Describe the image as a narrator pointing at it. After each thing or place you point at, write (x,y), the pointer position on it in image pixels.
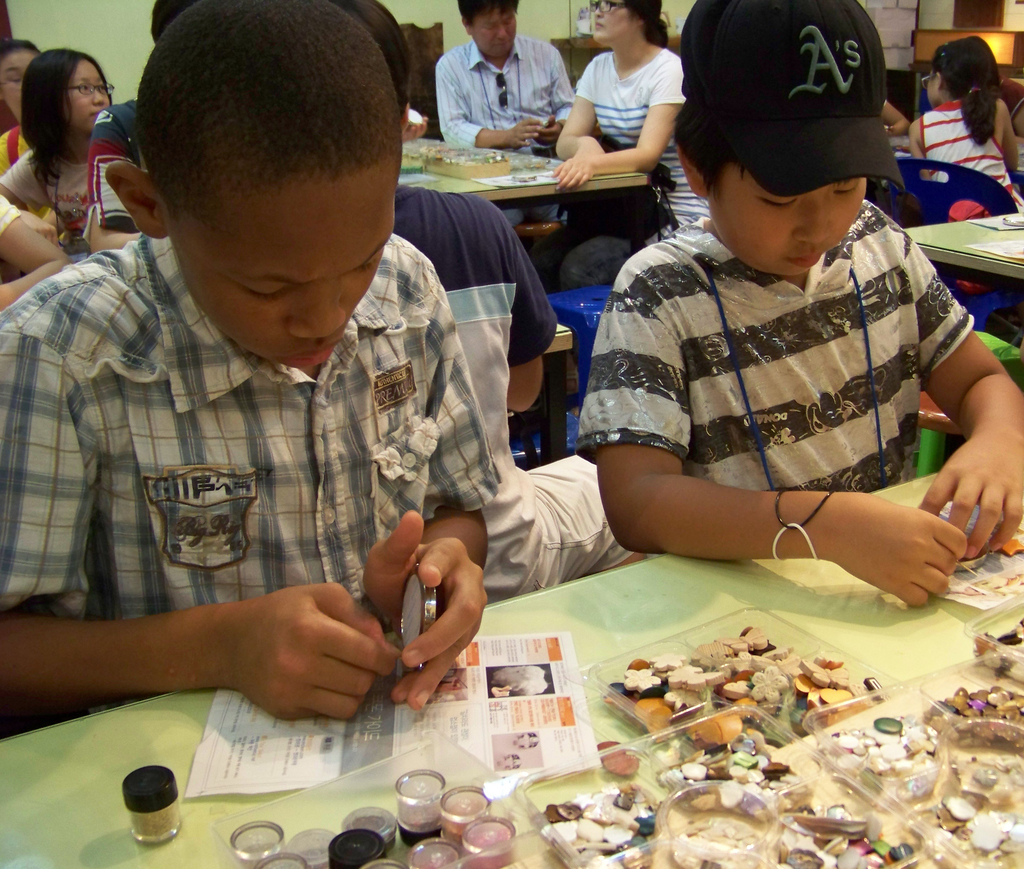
In this image we can see two children (184,344) holding the devices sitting beside a table (500,793) containing some objects (780,776) and a paper (437,722) on it. On the backside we can see a group of people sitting beside the tables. We can also see a wall (449,43) and a light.
